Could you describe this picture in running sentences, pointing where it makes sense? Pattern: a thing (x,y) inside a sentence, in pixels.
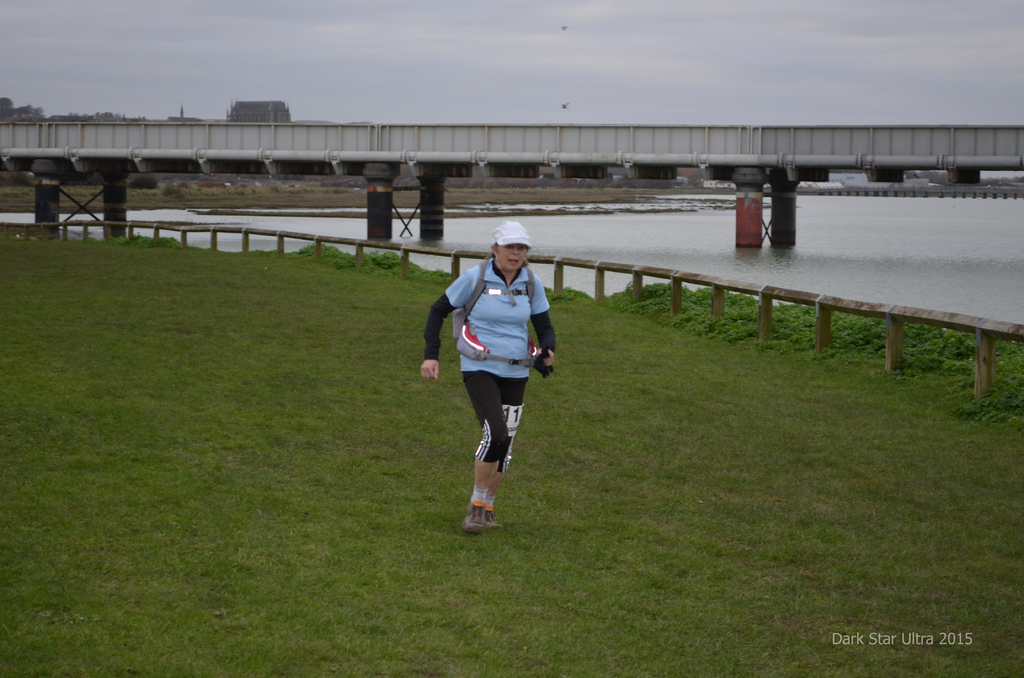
In this picture, there is a woman (507,272) running on the grass (667,498). She is wearing a blue t shirt (503,319), black trousers (503,407) and carrying a bag (513,301). Beside her there is a fence (982,361) and plants (925,365). On the top (666,134), there is a bridge (862,138). Under it, there is a sea (874,239). On the top (492,65), there is a sky (529,56).
